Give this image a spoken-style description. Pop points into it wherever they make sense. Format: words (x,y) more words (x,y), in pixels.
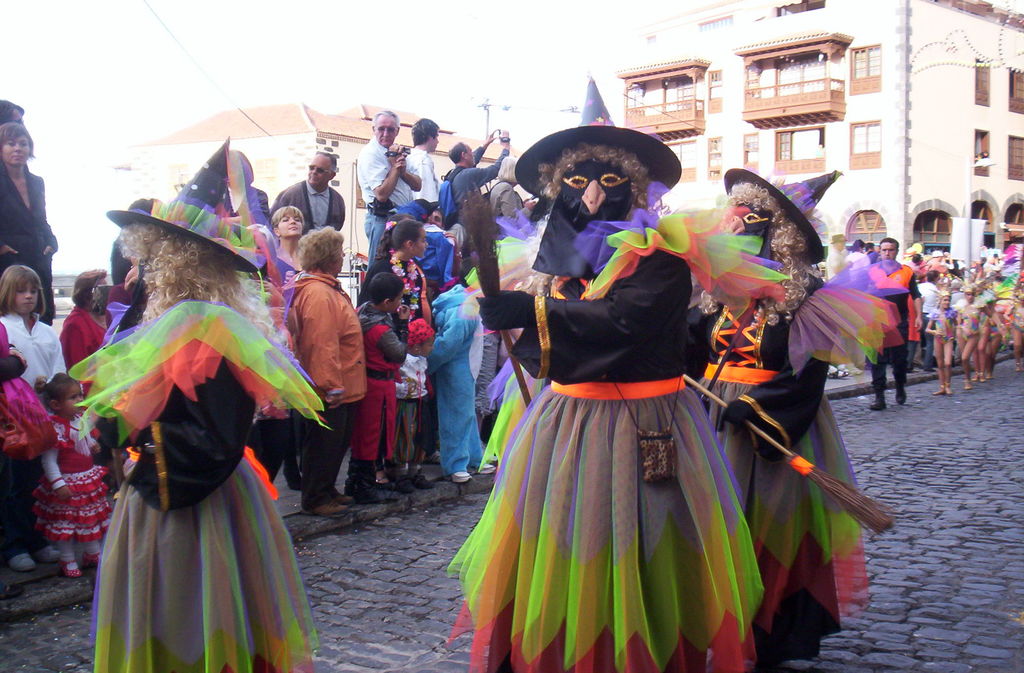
In this image it seems like a carnival in which there are three people (496,469) in the middle (621,422) who are wearing the costume (573,437) and holding the broomstick (515,365). In the background (403,318) there are so many people (416,234) standing on the footpath (95,579) and watching them. On the right side (859,107) top corner there is a building (753,102). In the middle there are few people (426,152) who are taking the pictures with the camera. On the right side (964,315) there are few people (979,323) who are walking on the floor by wearing different costumes (979,323).
